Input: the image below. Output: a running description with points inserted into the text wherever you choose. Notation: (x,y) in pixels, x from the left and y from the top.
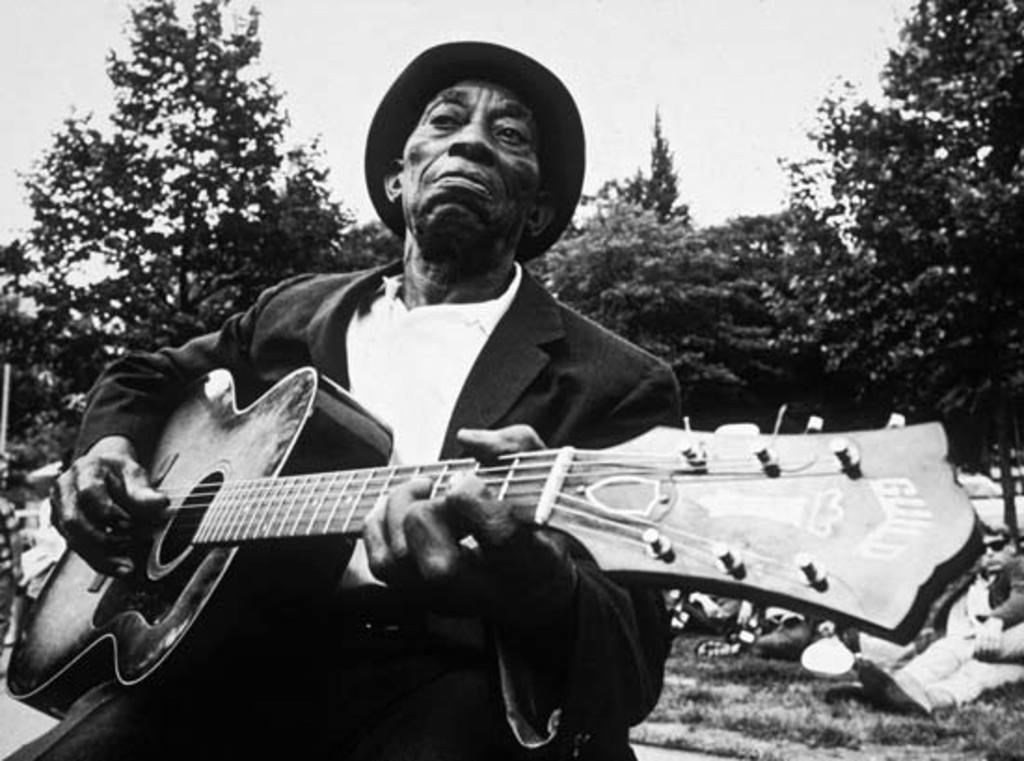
In this image there is a man (385,418) in the center (403,501) holding a musical instrument (231,522) in his hand (460,539). In the background (121,151) there are trees (602,232) and the sky (649,83) is cloudy and on the right side (773,633) there are persons (978,652) sitting on the ground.
